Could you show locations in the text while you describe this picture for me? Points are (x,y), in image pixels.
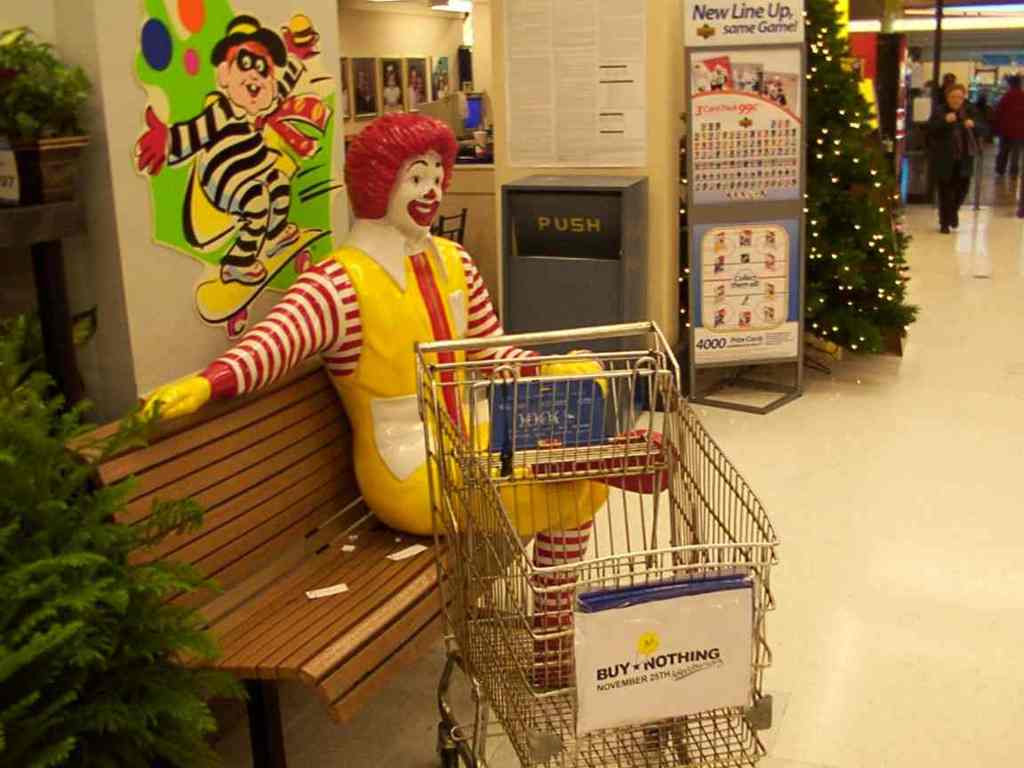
In the image we can see there is a human statue (421,312) sitting on the bench (367,539) and there are plants (114,537). There is a painting (185,196) on the wall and there are other people (932,122) standing on the floor (971,387). There are photo frames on the wall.
